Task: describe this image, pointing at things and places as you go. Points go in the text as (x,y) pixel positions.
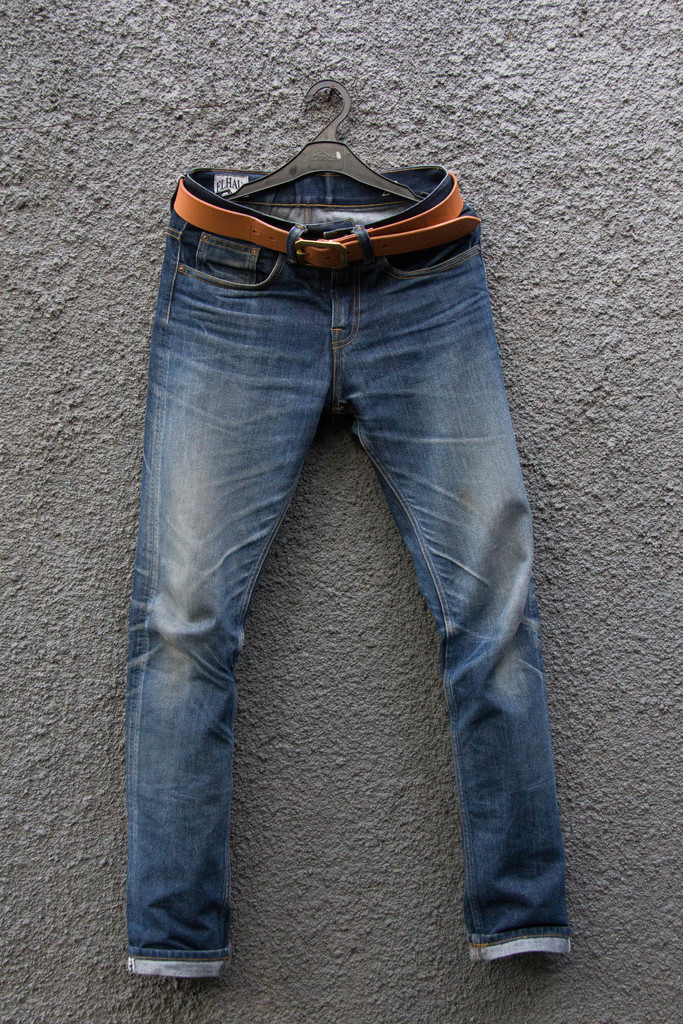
In this picture I can observe jeans pant (208,551) in the middle of the picture (328,365). This jeans pant (230,351) is hanging to the hanger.
